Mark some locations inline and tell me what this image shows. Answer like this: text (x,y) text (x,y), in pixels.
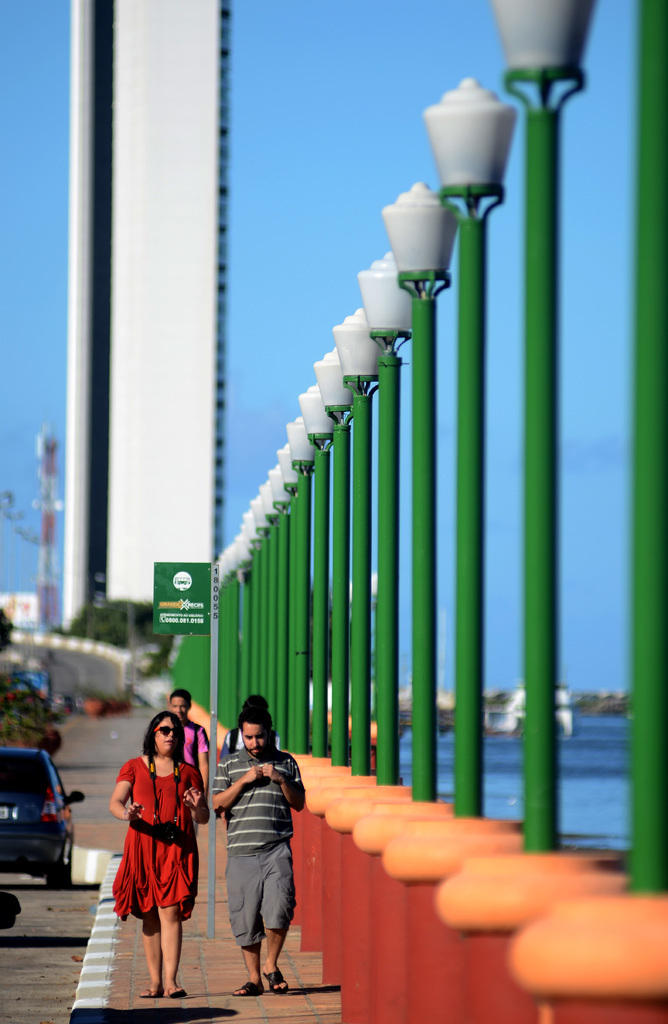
In this image four people (179,810) are walking on the sidewalk (119,825). On the road (18,878) there are few vehicles (23,851). This is a board (176,634). Here there are street lights (528,161). This is a water body (572,757). In the background (161,670) there are buildings (137,600), towers (48,525), trees (119,610).
